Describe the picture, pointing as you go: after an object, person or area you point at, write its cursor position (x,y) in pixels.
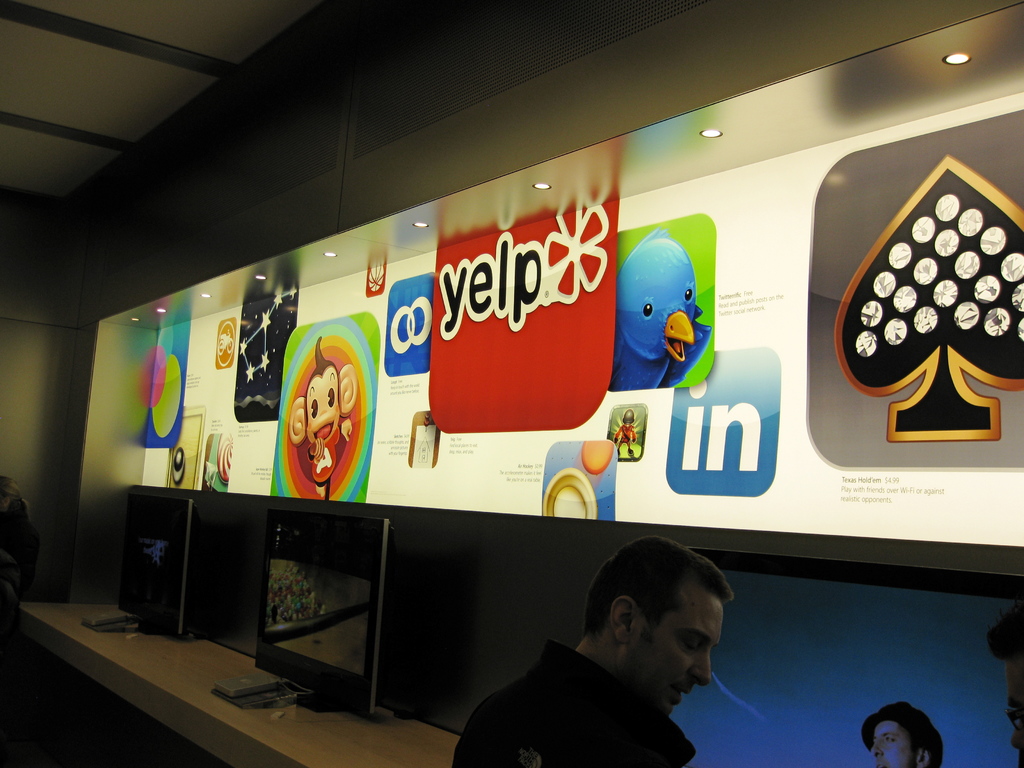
In this picture there is a man (590,682) who is sitting near to the table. On the table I can see the computer screen (754,666). In the center (361,452) I can see the posters (703,179) which are placed near to the wall (396,603). On the left (0,525) I can see another person (1,592) who is standing near to the wall (109,506).
